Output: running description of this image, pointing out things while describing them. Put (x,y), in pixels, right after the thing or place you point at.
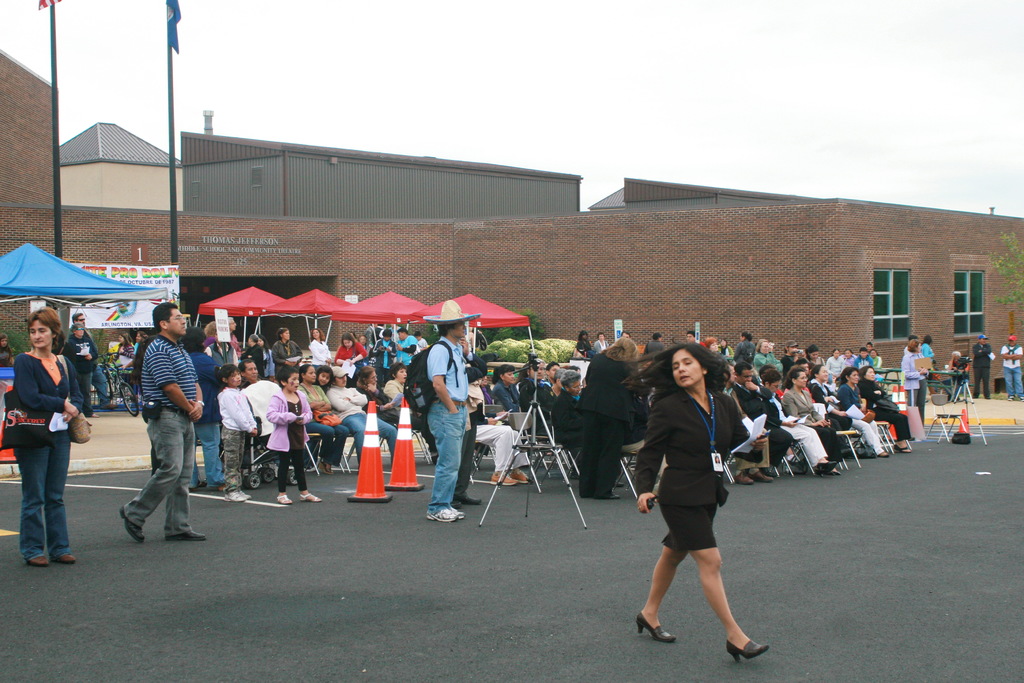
In this image there are people (629,441) sitting on the chairs (893,438). There are traffic cones (410,461). In front of the image there are few people (42,400) standing on the road (577,580). In the background of the image (266,334) there are buildings (352,327), tents (354,311), trees (1012,266) and sky (765,74).
